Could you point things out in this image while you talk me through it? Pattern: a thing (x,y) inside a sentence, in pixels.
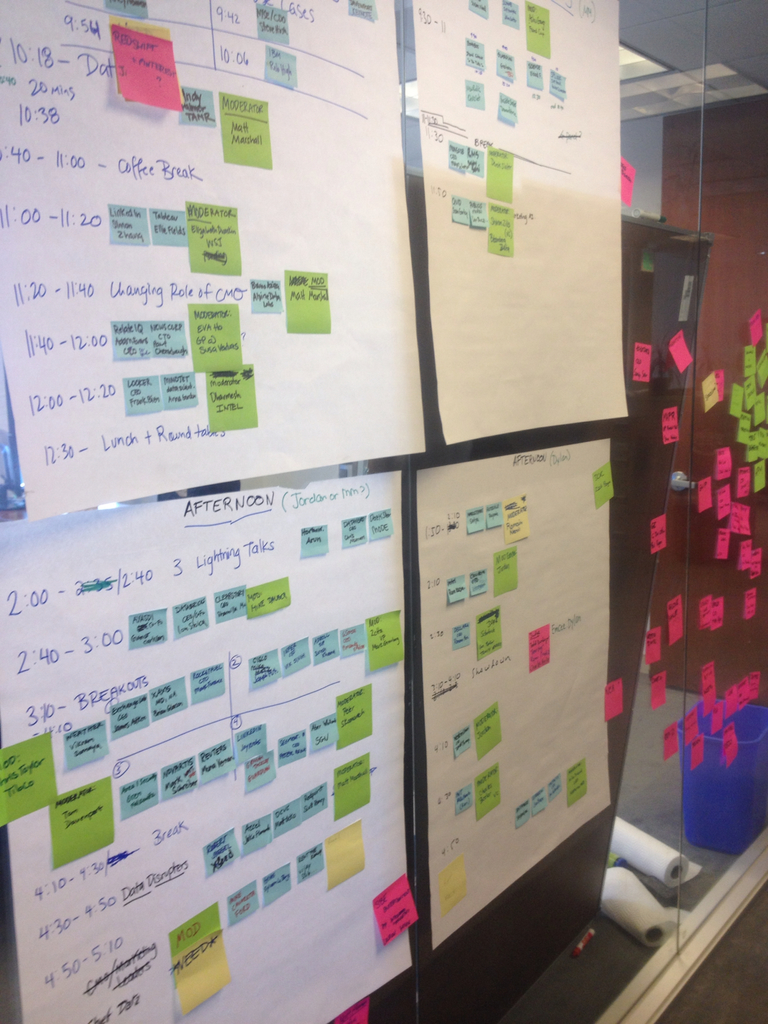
In this image, we can see papers (335,552) and stickers (277,302) are placed on the glass (515,926) and we can see a bin (707,794) and some paper rolls (661,875) and some lights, through the glass (666,770).
